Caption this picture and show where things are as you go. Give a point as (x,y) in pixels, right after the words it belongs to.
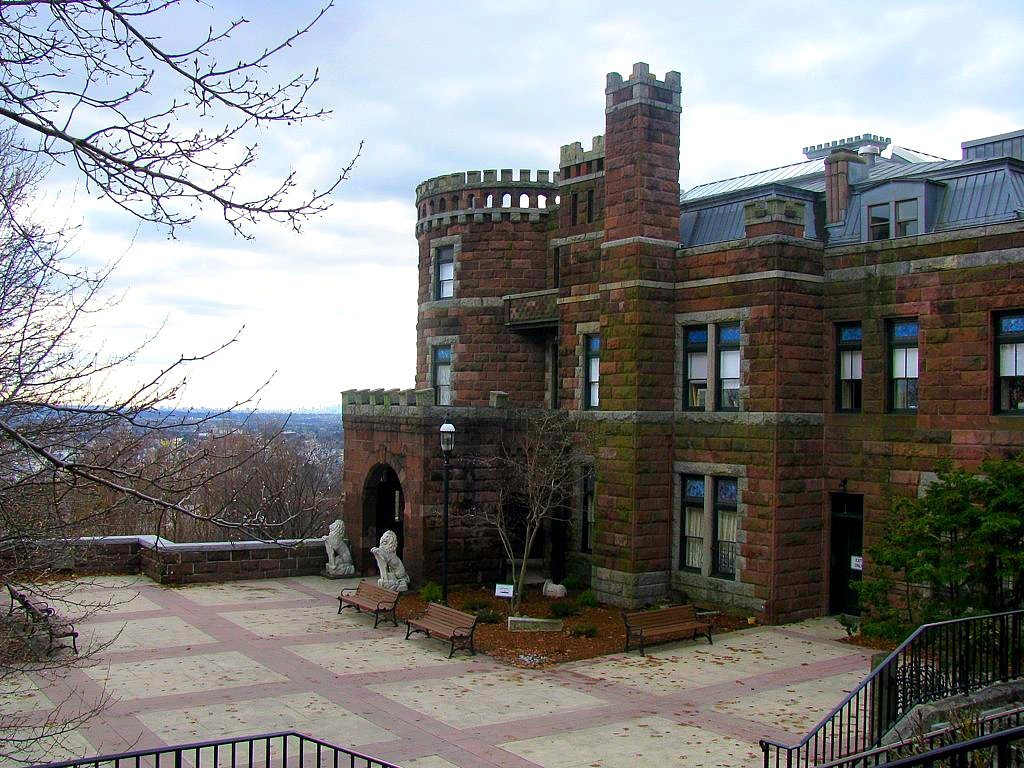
This picture shows a building (669,516) and we see trees (131,473) and a blue cloudy Sky (256,239) and couple of benches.
